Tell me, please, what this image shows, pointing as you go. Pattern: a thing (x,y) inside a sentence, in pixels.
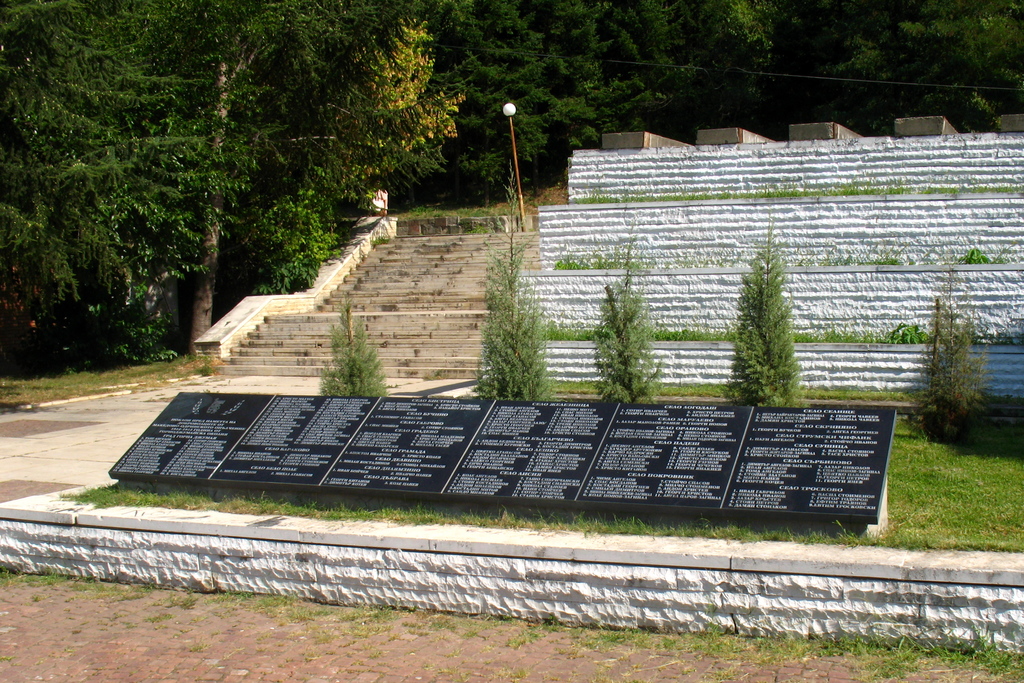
In this picture, we can see the ground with grass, some text (651,476) on an object (629,419), we can see stairs (483,268), wall (567,255), pole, light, trees (237,122), and wire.
